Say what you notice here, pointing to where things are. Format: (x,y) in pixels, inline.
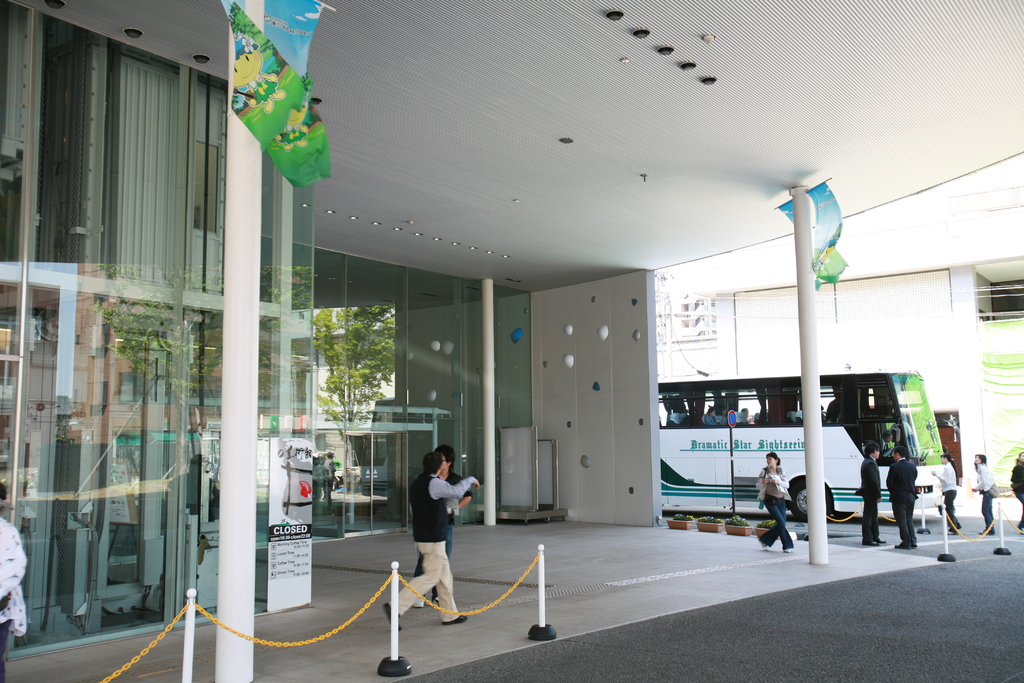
In this image there is a building (472,349), there is a glass wall (287,370), there are pillars (232,385), there is a board (284,555), there is text (275,531) on the board (285,538), there is road (845,625) towards the bottom of the image (903,627), there is a bus (834,452) on the road (959,527), there are persons (443,473) walking, there is roof (473,95) towards the top of the image (332,32), there are lights (649,32), there are objects (241,48) towards the top of the image (265,71), there are flower pots (698,526), there are plants (733,525).
